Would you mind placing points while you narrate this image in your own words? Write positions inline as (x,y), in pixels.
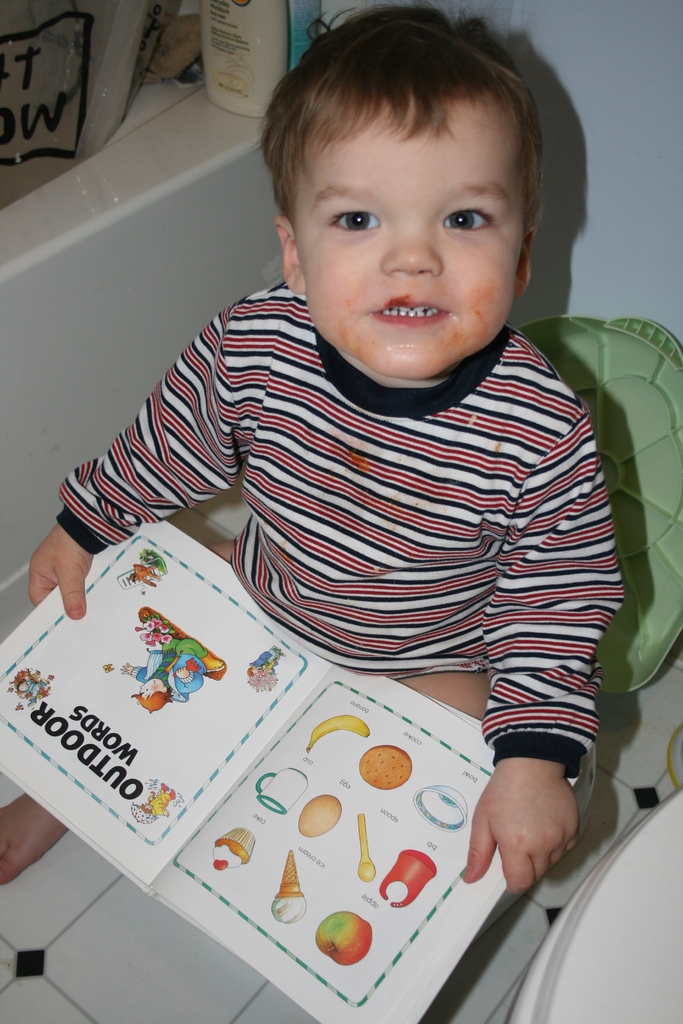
This kid (476,367) is holding a book (307,653) and looking upwards. Beside this kid (396,357) there is a bottle (253,63) and things (112,119). This is white wall (633,120).
